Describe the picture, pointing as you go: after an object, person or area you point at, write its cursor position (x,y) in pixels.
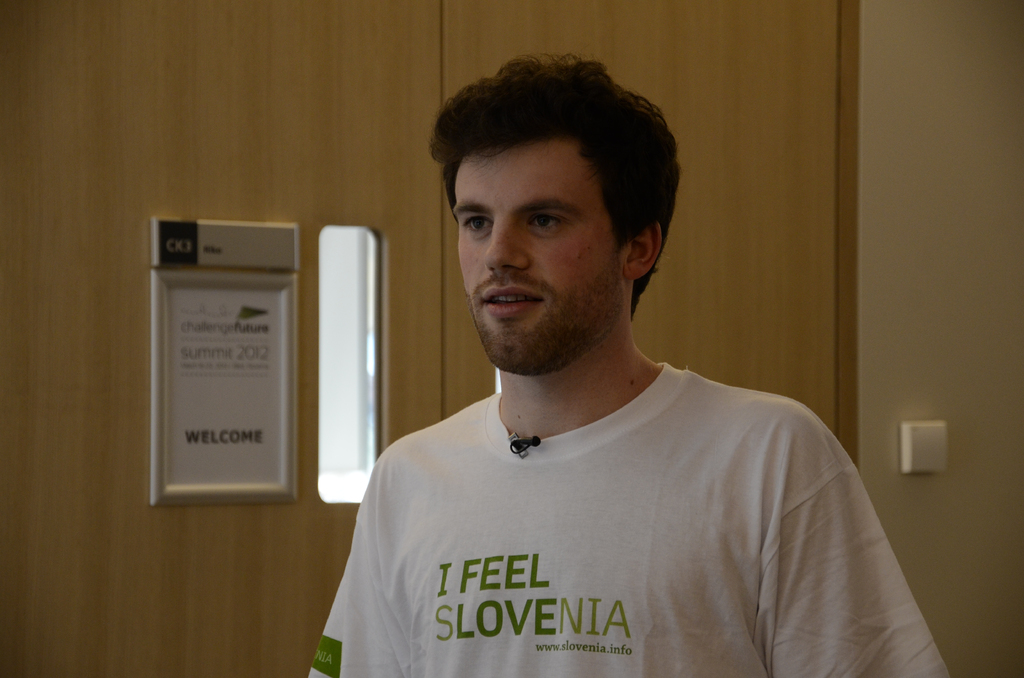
In this image in the center (505,231) there is one person (528,490) and in the background (448,62) there is a door (101,605) and board (238,345) and wall (874,470), on the board (181,376) there is text (201,353).
